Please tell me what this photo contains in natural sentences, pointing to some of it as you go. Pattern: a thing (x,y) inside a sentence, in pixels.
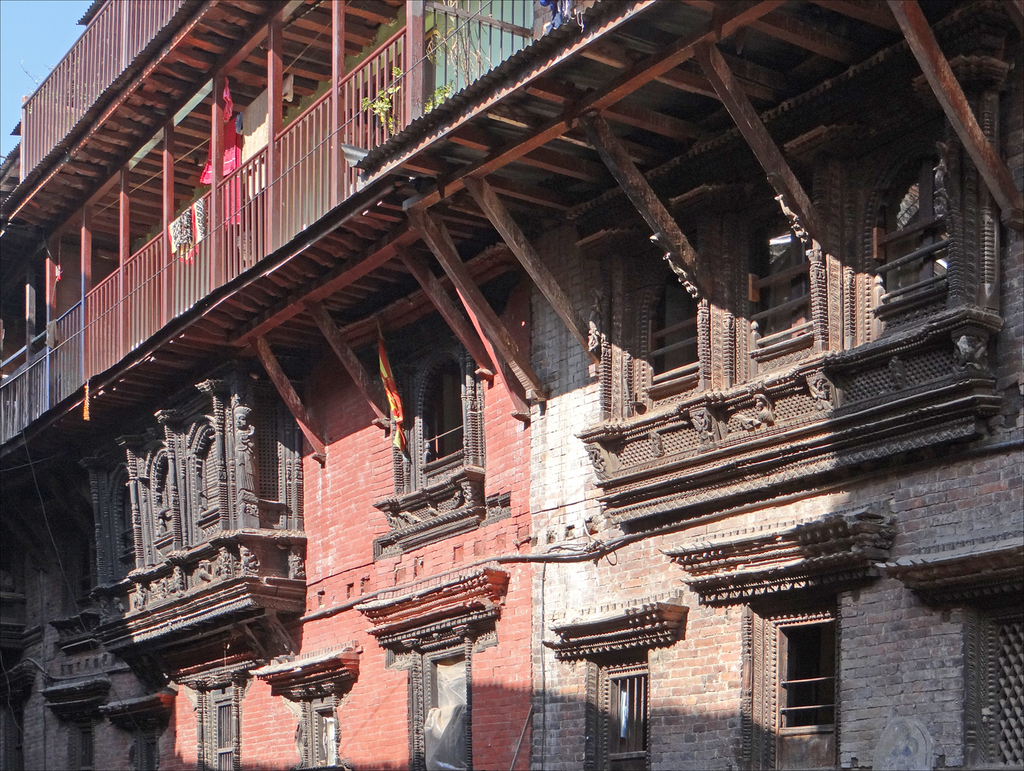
In this image, I can see a building (465,599) with windows (615,392), pillars (271,189), iron grilles (316,152) and roofs (540,59). I can see clothes (207,160) and a plant (445,96) in the balcony (281,141). In the background (43,23), there is the sky (59,38).
